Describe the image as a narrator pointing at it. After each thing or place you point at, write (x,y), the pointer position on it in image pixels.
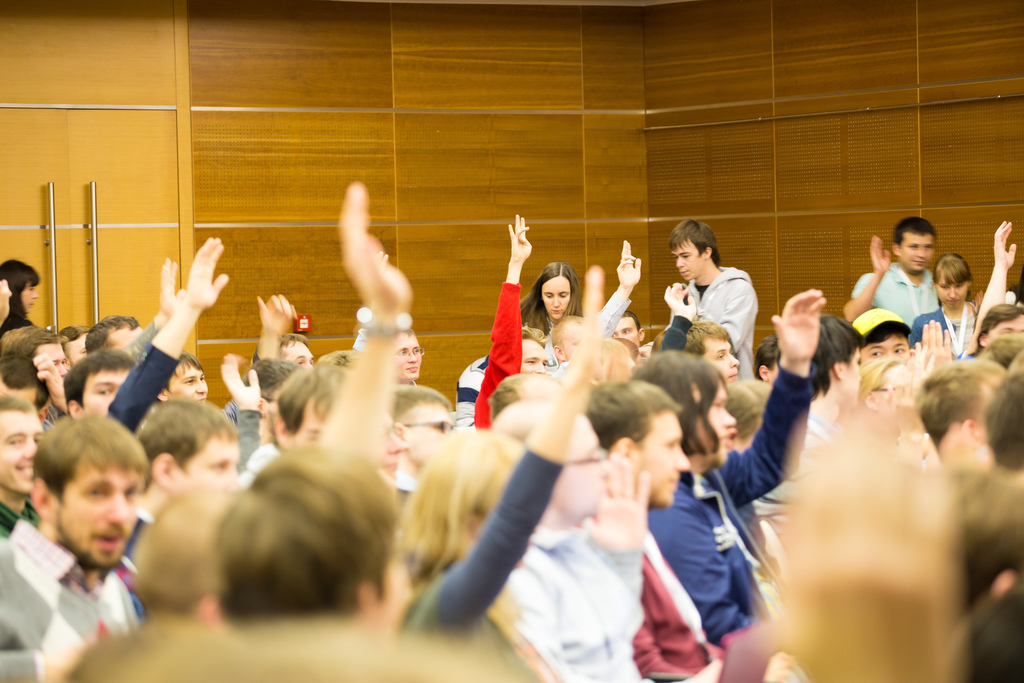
In this image we can see a few people (537,359), some of them are raising their hands (597,367), there is a wall (588,162), doors (87,211), and handles (95,223).
